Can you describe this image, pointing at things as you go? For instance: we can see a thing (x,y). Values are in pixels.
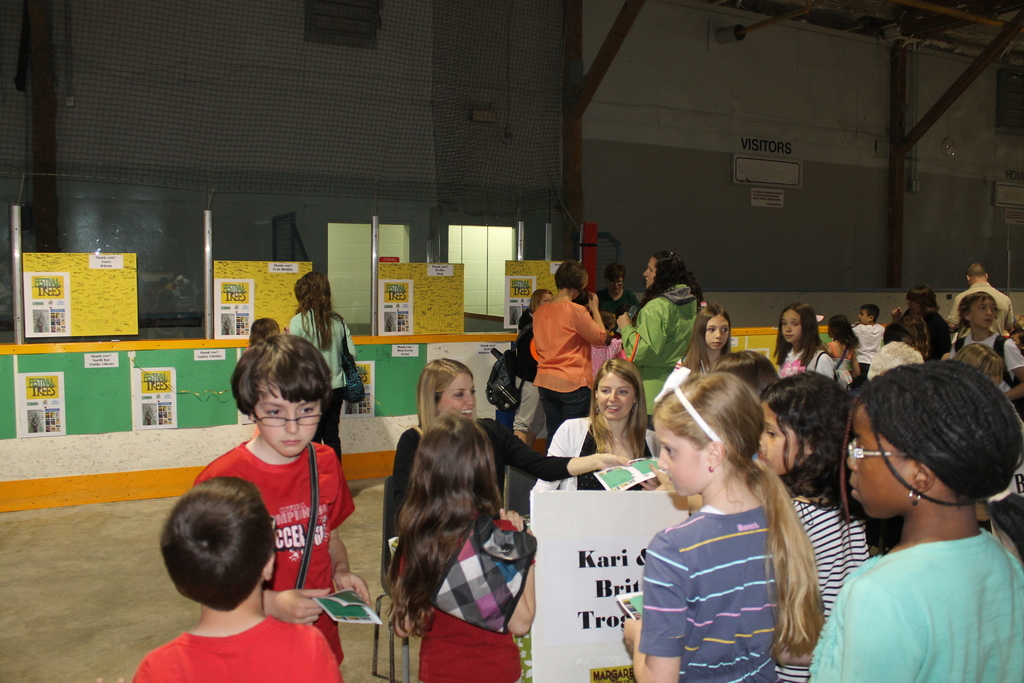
In this image we can see a few people (722,656), among them, some people (672,649) are holding the objects (514,533), there are some poles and boards (589,616) with some text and images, in the background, we can see the wall (781,259), on the wall (769,262) we can see the boards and some other objects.
